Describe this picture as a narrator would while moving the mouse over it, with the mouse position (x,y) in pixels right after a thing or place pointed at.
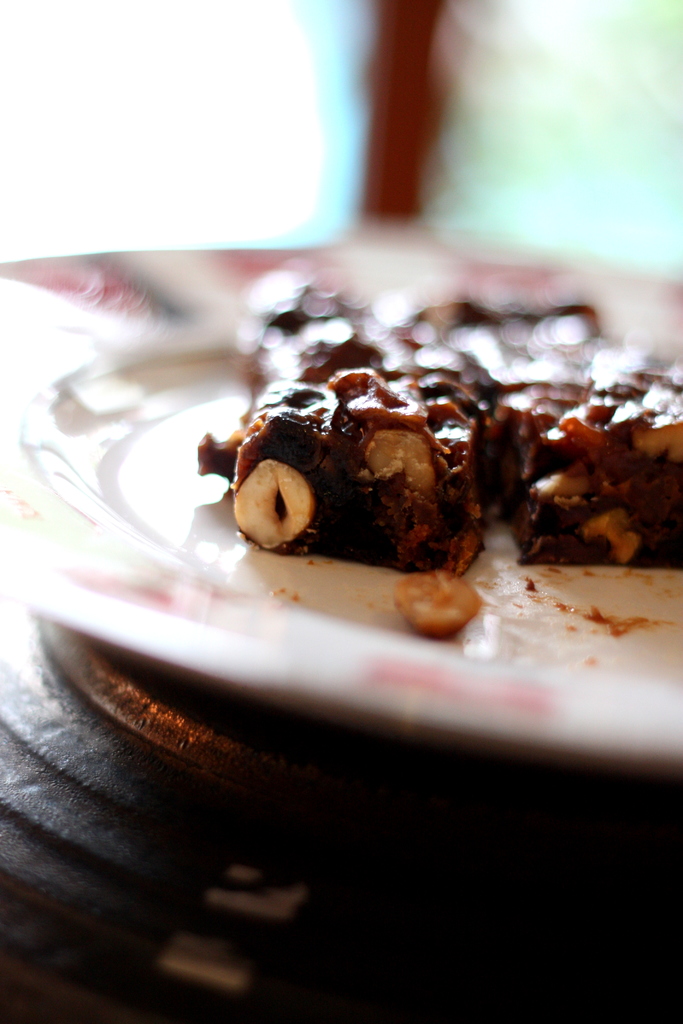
There are food items (473,437) on white color plate (514,608), which is on an object (87,762). In the background (472,69), there are other objects (566,129).
